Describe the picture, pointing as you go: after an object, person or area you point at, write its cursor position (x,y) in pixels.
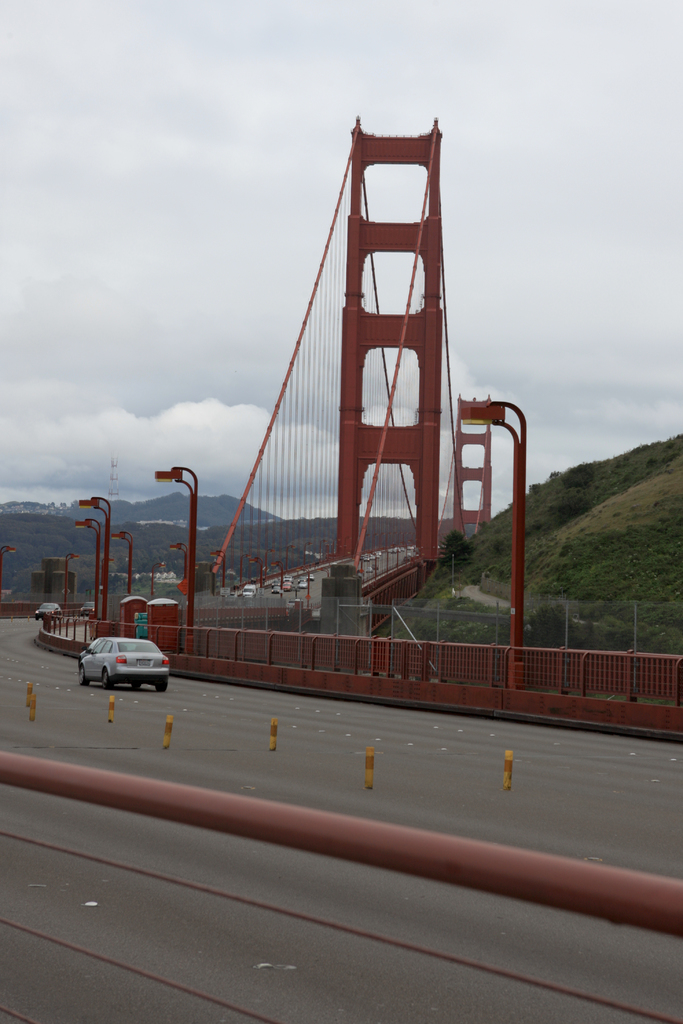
In this picture we can observe a road (154,730). There is a car (104,661) on this road (129,759). We can observe red color railing (646,667). There is a bridge (383,440). On the right side (519,448) we can observe a pole (521,651). In the background (123,513) there are hills (114,505) and a sky (135,321) with clouds (160,334).
